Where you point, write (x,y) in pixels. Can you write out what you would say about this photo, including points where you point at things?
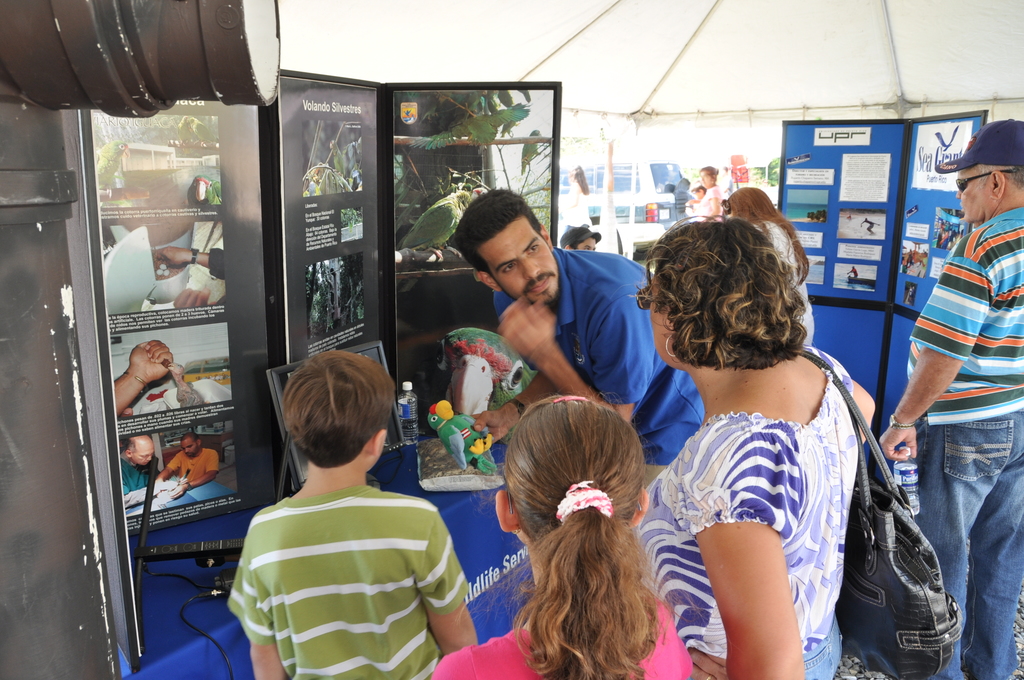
There is a group of people (655,371) standing at the bottom of this image (377,566). We can see posts (354,286) in the background (208,343).
